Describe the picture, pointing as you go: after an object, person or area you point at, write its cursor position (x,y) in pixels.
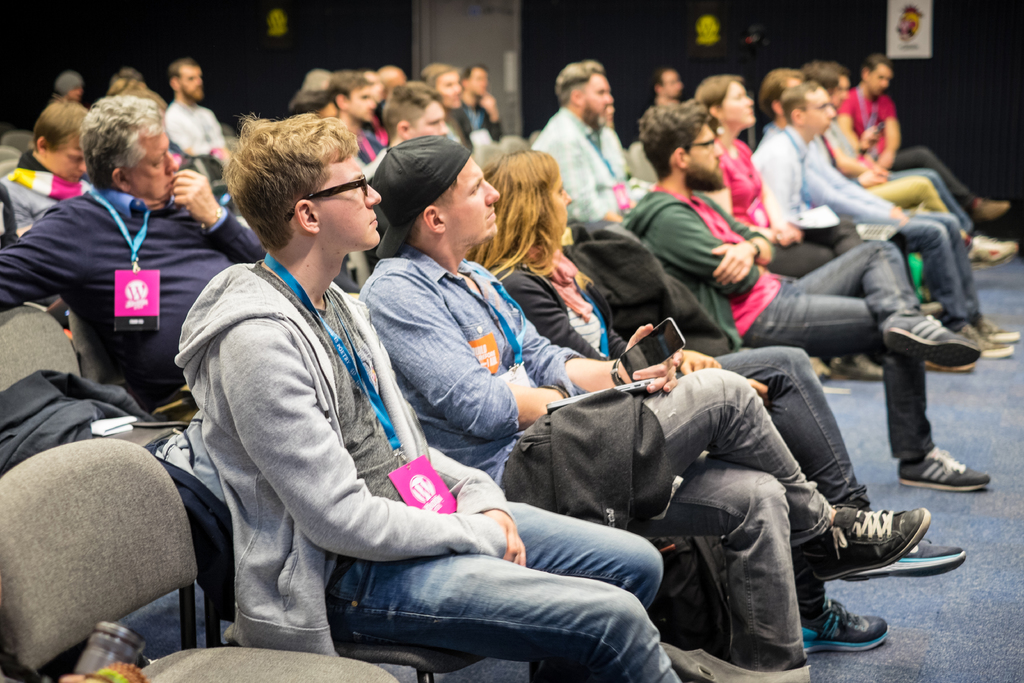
In the image there are many people (558,258) sitting on the chairs (643,178) and all of them are wearing id cards (282,271).
